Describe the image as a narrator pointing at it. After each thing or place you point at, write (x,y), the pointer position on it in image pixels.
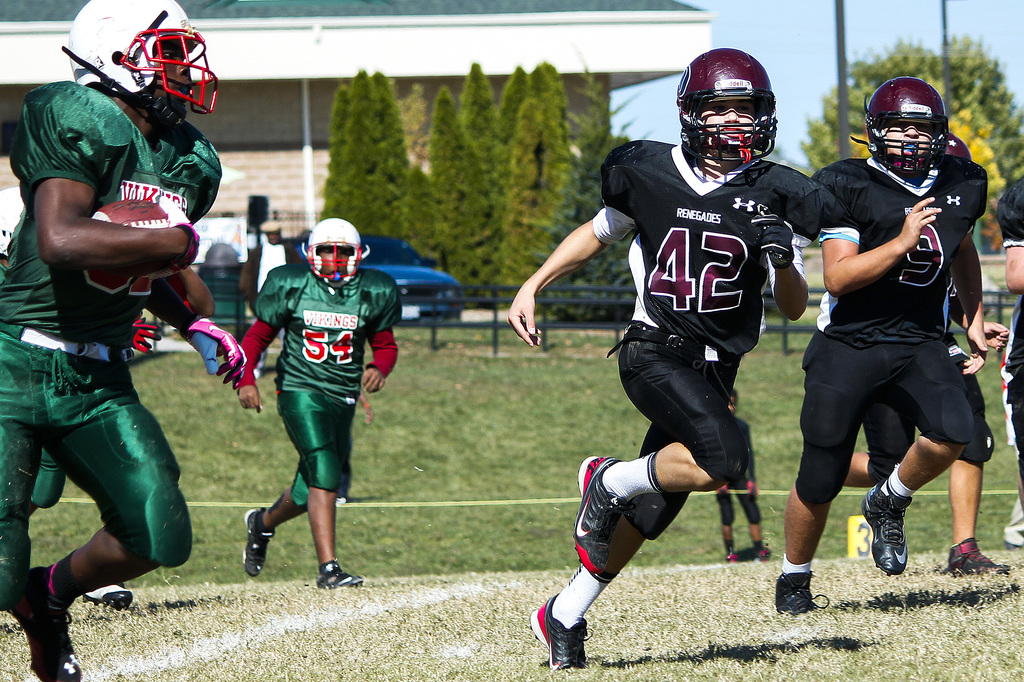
In this picture I can see group of people (707,122) playing american football game, there are trees (543,258), iron rods (986,293), poles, this is looking like a house (308,72), there is a vehicle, and in the background (909,12) there is sky (832,26).
